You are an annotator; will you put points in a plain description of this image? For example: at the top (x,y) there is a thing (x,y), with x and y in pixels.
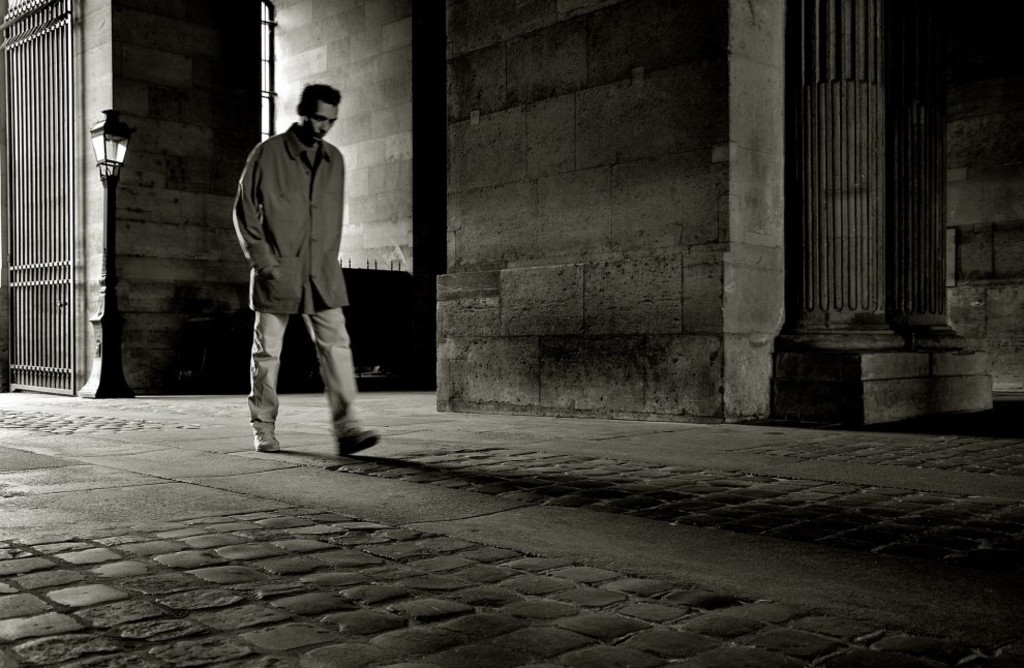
This image is a black and white image. This image is taken outdoors. At the bottom of the image (293,502) there is a floor (616,541). In the middle of the image (354,434) a man (316,266) is walking on the floor (334,513). In the background (379,246) there are a few walls (747,149) and pillars (878,198). On the left side of the image (40,53) there is a railing (32,196) and there is a street light (111,138).
